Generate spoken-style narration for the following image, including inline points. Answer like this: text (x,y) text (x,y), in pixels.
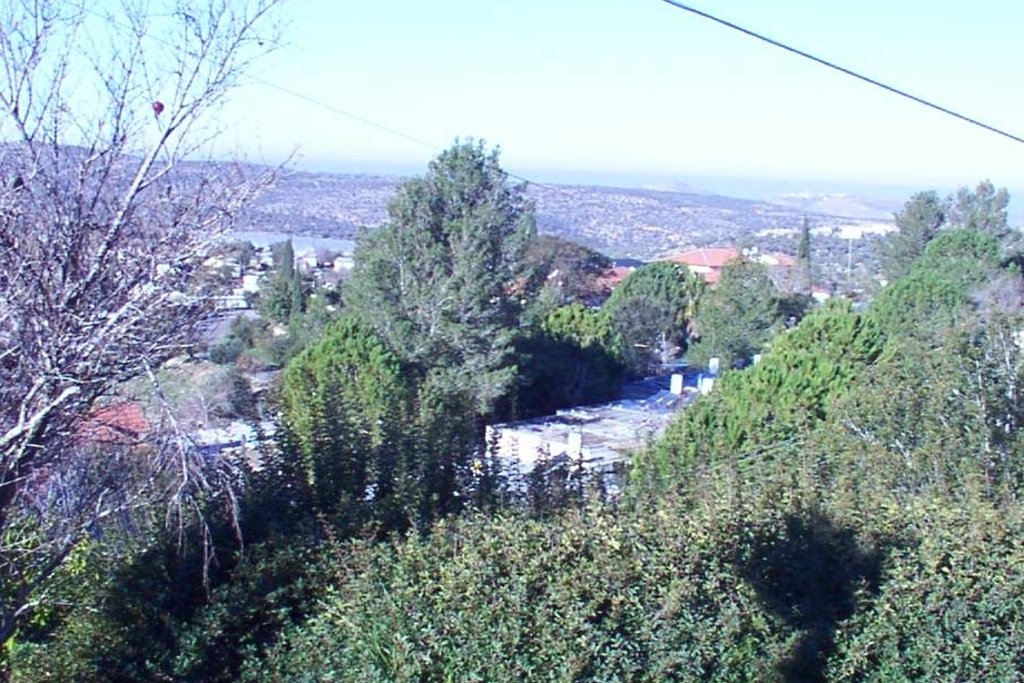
In this picture I can see buildings (721,251) and trees (389,666), and in the background (679,85) there is the sky (474,71).
